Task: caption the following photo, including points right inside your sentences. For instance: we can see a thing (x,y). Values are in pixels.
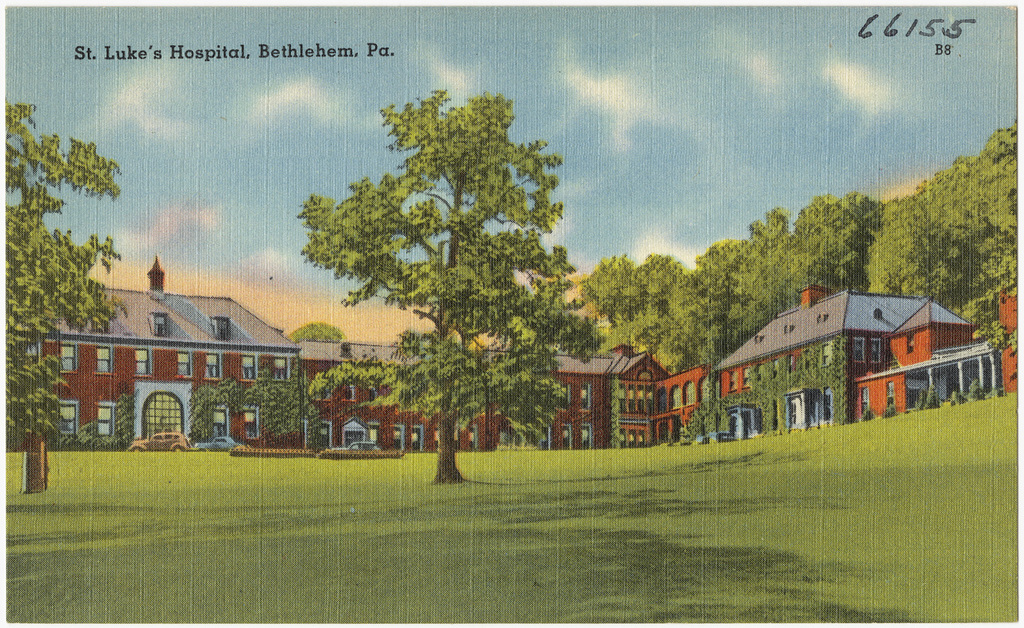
In this image, we can see buildings (186,378) and some trees (325,237). There is a text (233,46) in the top left of the image (248,52). In the background of the image (369,99), there is a sky (233,123).
